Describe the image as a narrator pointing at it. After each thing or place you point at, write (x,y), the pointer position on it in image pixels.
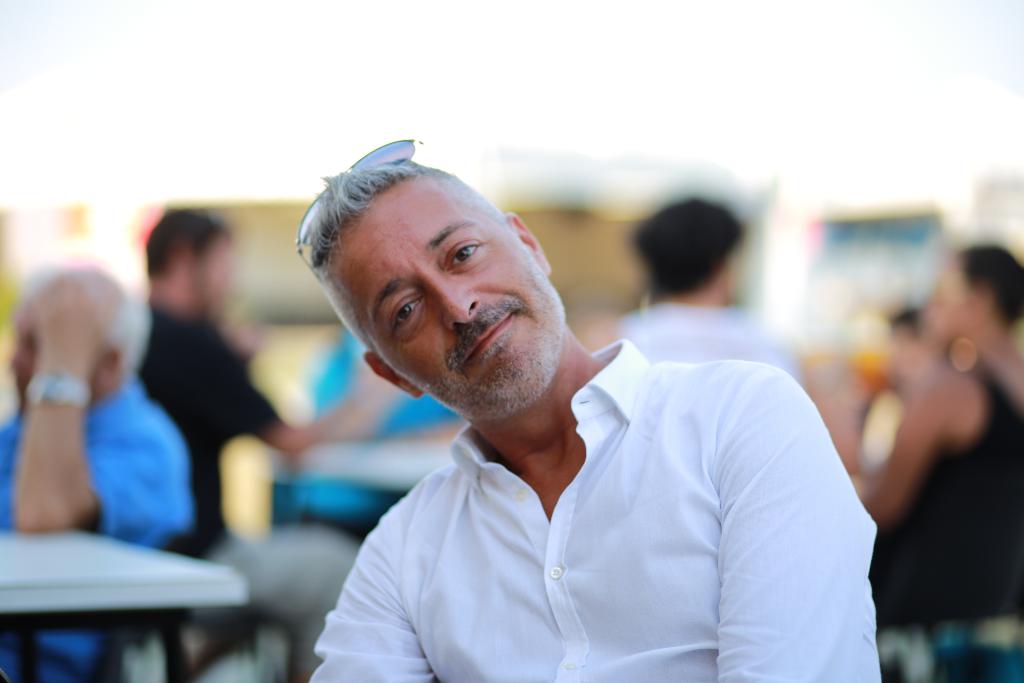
In this image we can see some people (99,416) are sitting on chairs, some tables (399,449) and some objects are on the surface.
